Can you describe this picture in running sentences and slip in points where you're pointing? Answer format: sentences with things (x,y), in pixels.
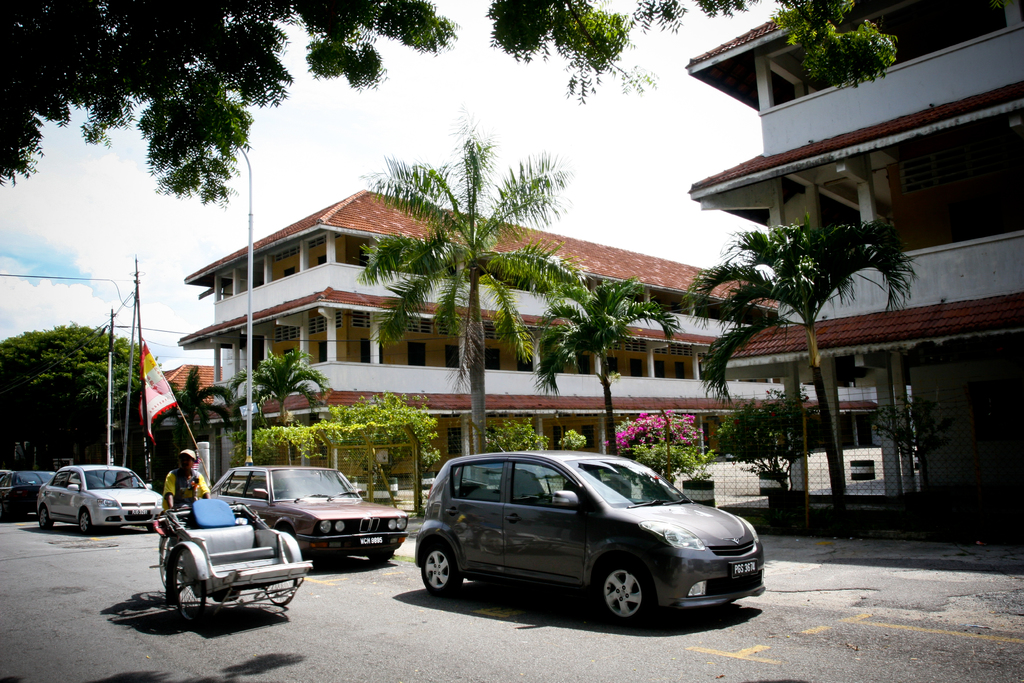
In this image I can see few vehicles (752,545). In front (230,547) I can see the person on the vehicle (212,544). In the background (155,484) I can see few trees (639,285) in green color, buildings (980,313), few poles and the sky (148,193) is in blue and white color.
